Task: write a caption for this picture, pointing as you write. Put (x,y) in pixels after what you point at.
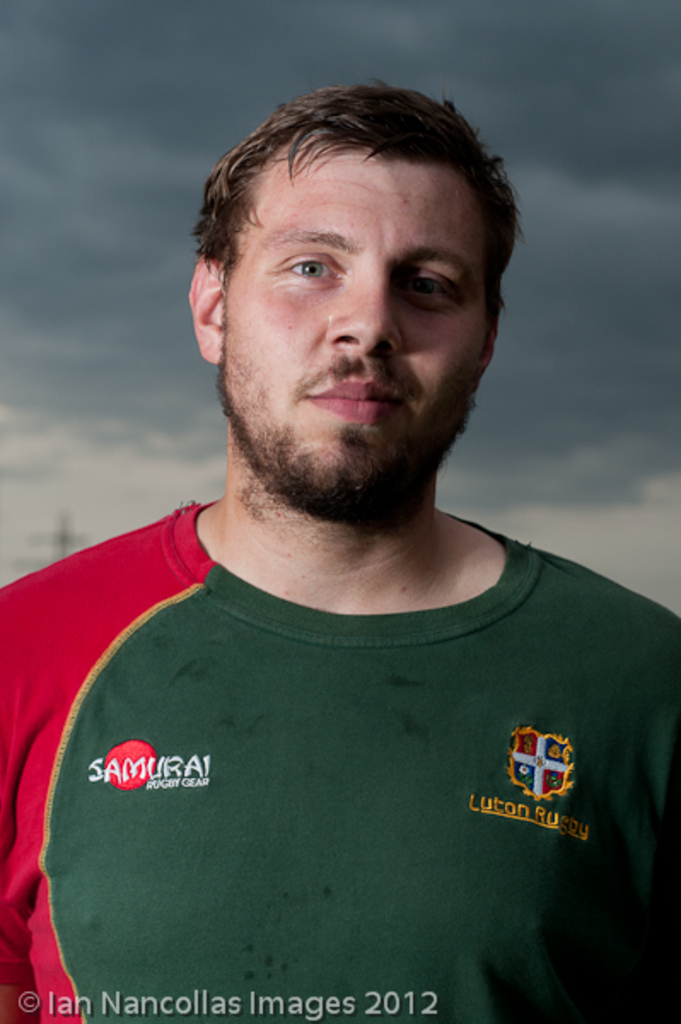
In the front of the image (334,500) I can see a person (364,561). In the background of the image (196,367) there is a cloudy sky (631,454). At the bottom of the image (62,996) there is a watermark (229,997).
